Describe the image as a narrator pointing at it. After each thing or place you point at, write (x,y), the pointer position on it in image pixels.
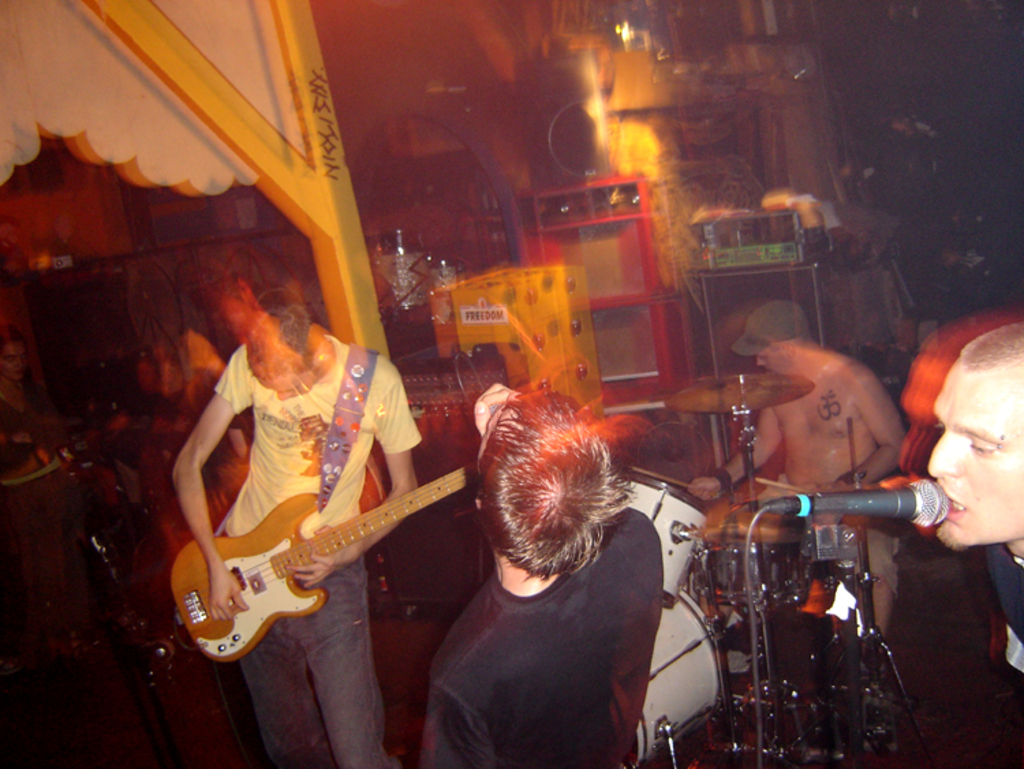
There are group of people (495,437) playing music and the person (977,485) in the right (978,515) is singing in front of a mic (884,500).
